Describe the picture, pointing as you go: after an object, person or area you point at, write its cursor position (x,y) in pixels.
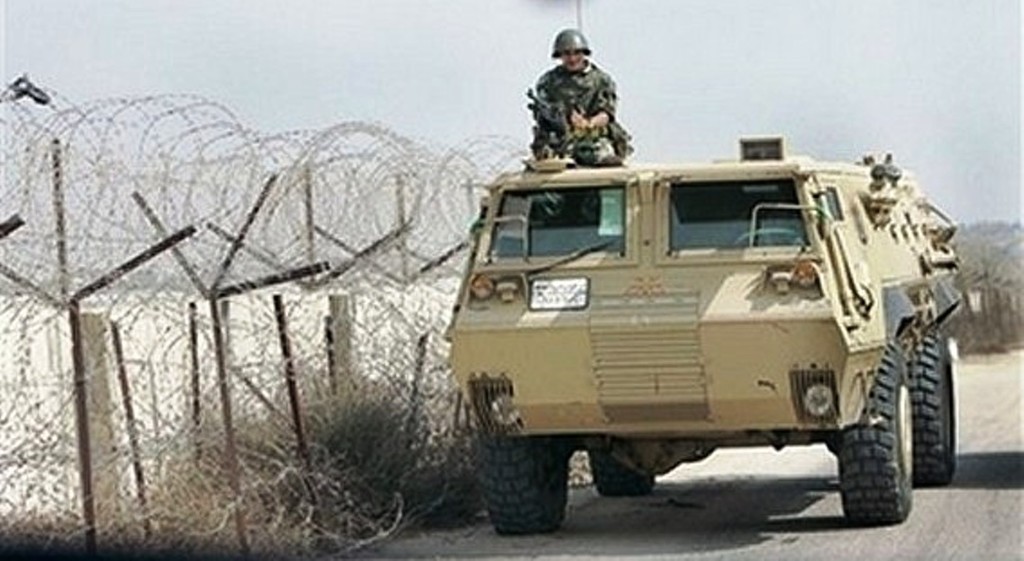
In this image there is a person (590,108) in the vehicle (605,336). He is holding a gun (554,124). He is wearing a helmet (559,49). The vehicle (635,196) is on the road (806,502). Left side (227,457) there is a fence (69,462). Top of the image (636,96) there is sky (758,71). Right side (1012,280) there are trees (997,278).
